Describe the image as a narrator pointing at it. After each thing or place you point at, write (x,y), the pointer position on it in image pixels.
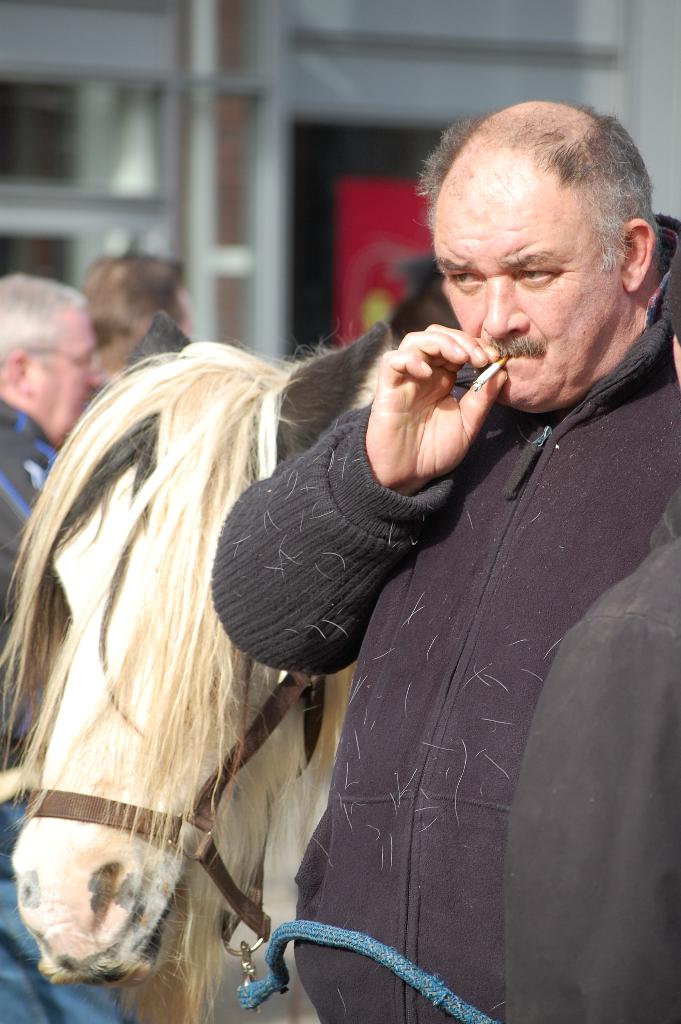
In this image there is a man (557,472) who is holding the cigar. Behind him there is a horse (167,480). In the background (106,281) there are few people (88,317) who are standing on the ground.
